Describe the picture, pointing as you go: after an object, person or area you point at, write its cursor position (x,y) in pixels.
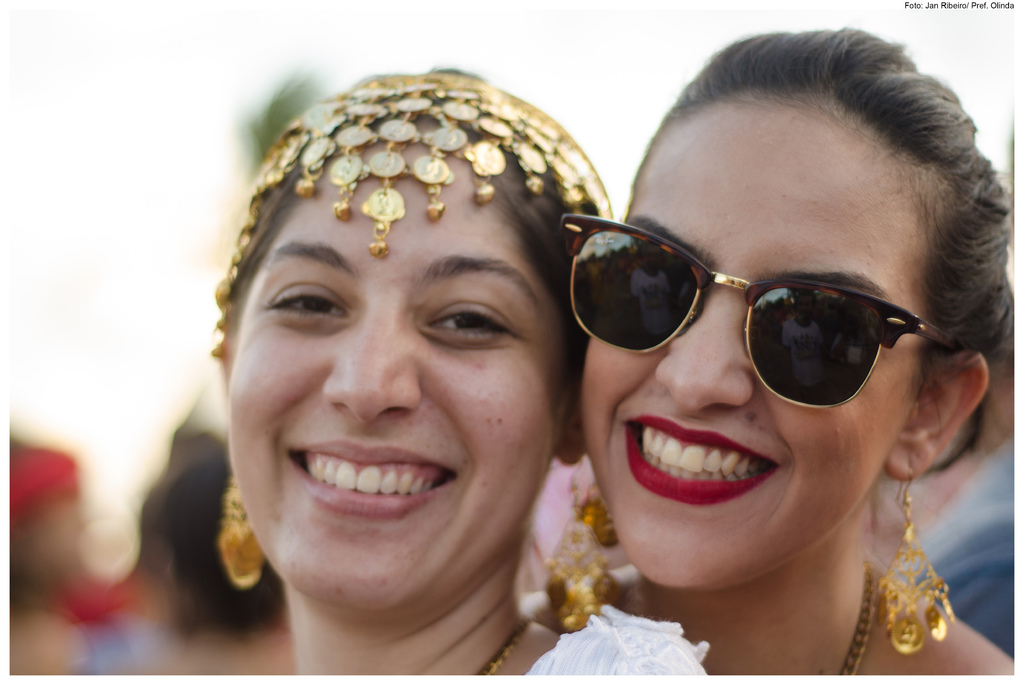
In the image we can see two women (647,608) wearing clothes (613,655), neck chain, earring (883,613), head wear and this person (750,269) are wearing goggles (694,312). This is a watermark (957,1) and the background (47,351) is blurred.
